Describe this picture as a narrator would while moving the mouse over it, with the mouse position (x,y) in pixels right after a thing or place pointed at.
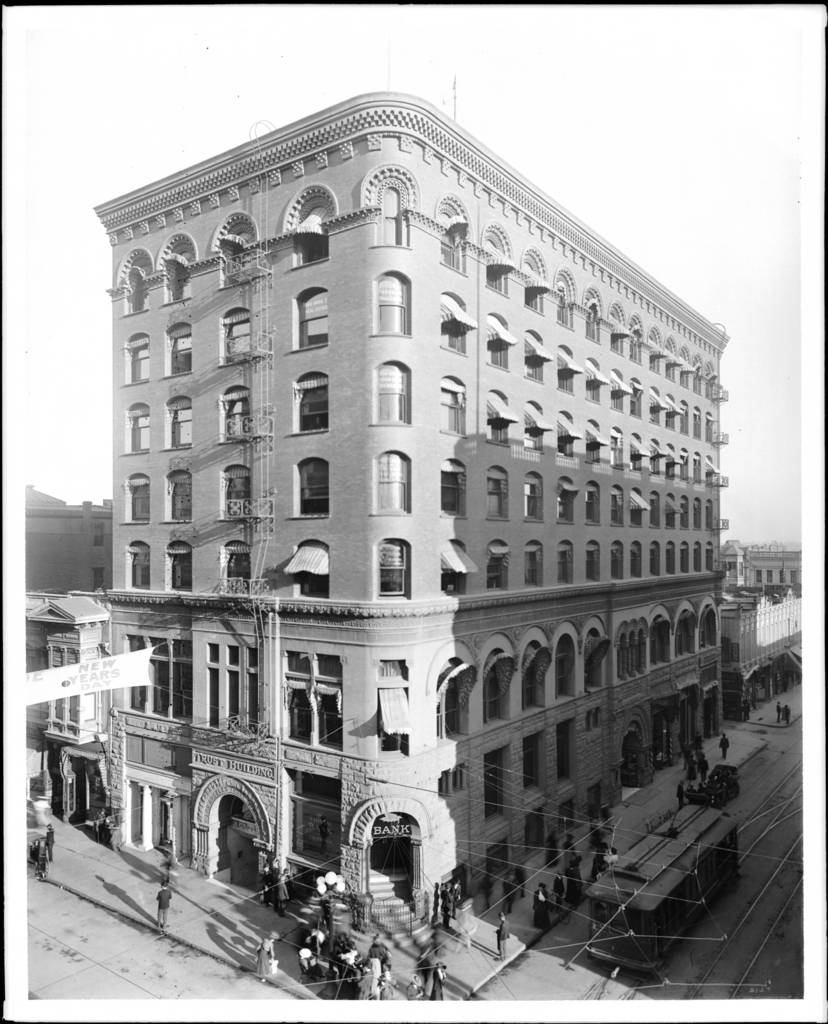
In this image in the center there are persons (424,976), vehicles (683,847). In the background (502,646) there are buildings (292,638).
